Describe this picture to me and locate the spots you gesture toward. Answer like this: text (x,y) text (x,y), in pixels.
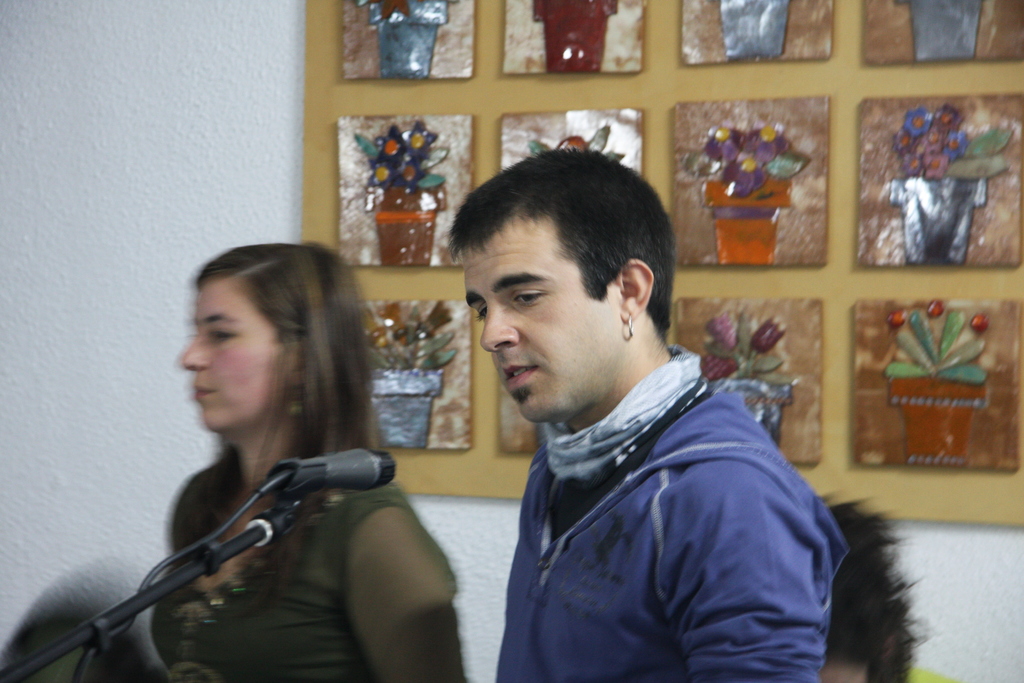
In the picture there is a man (564,433) who is wearing hoodie (660,471) and earring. Here we can see a woman (280,320) who is standing near to the wall (94,491). On the bottom left corner (245,544) there is a mic (321,488). On the top right (737,112) we can see photo frames (627,29). On the bottom right corner (880,553) we can see another woman (889,630) who is wearing green dress (919,682).
